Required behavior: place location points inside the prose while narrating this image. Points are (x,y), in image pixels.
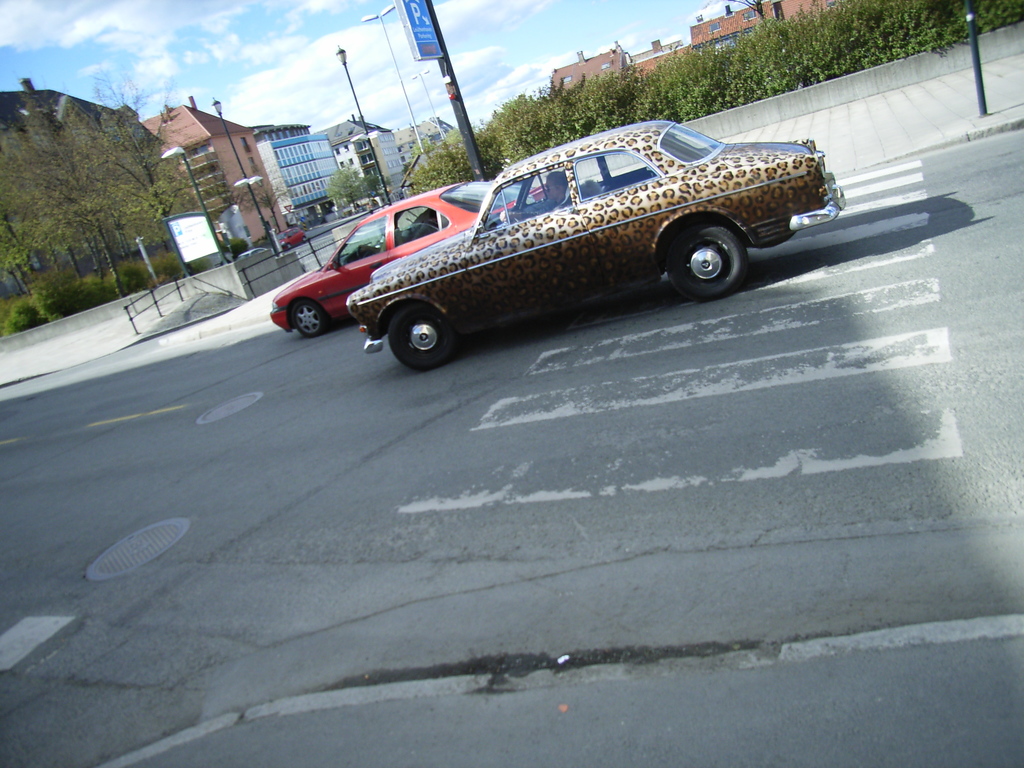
There are cars (372,328) on the road (246,683) as we can see in the middle of this image (486,259). There are buildings (254,168) and trees (751,73) in the background (249,205). The cloudy sky (266,47) is at the top of this image (354,43).
